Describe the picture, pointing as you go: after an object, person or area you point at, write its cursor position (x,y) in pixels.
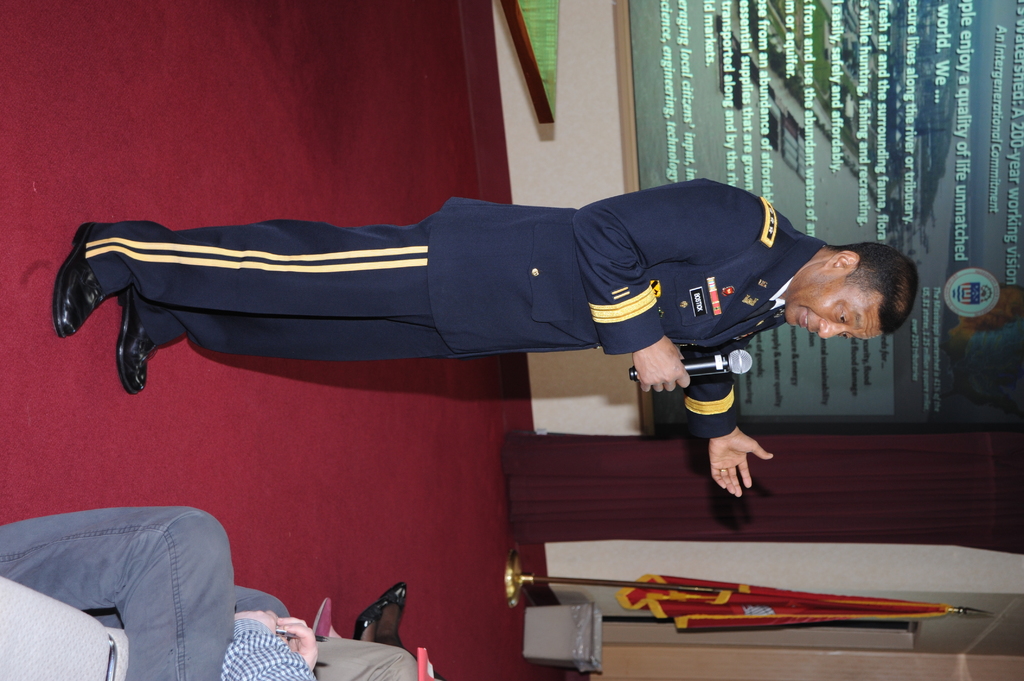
It is the vertical image in which there is a man (265,293) standing on the floor (102,324) by holding the mic (635,370). On the floor (141,447) there is a red colour carpet (325,433). In the background (725,141) there is a screen (863,106). At the bottom (196,629) there are few people (165,645) sitting on the chairs (65,642). Beside him there is a flag (656,609). Beside the flag (681,609) there is a dustbin (567,643).
